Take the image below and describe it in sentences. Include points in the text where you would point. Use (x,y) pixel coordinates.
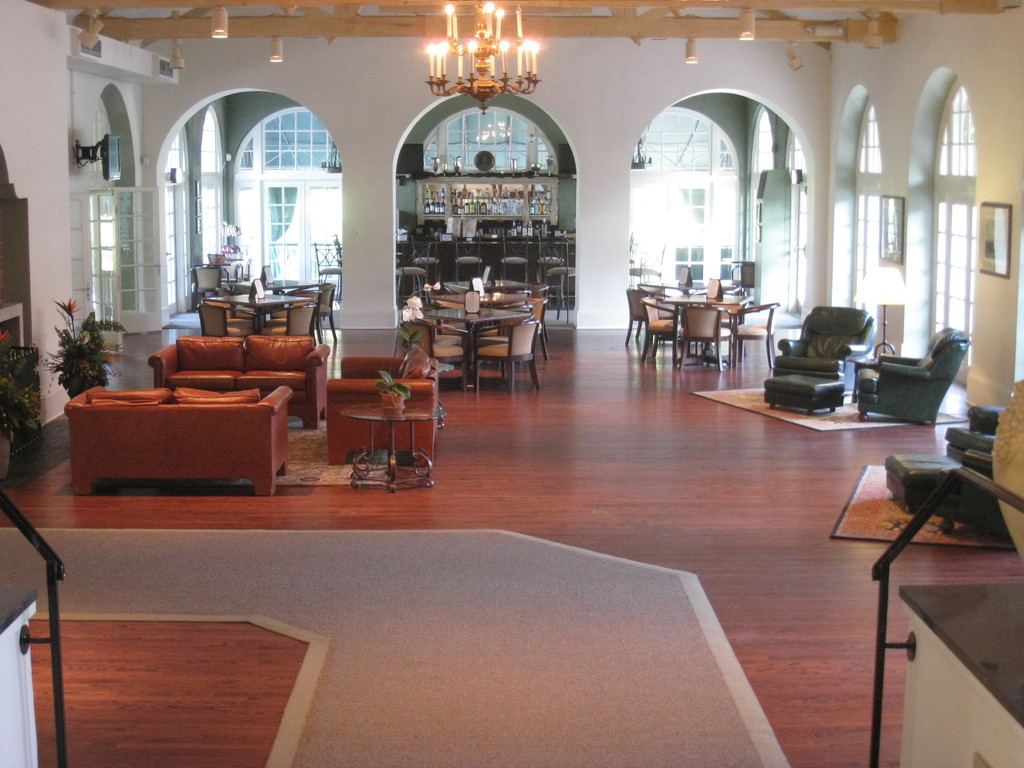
This is a room (404,289) in which there are different tables (494,317) and couches (358,398) and at the top of the image (443,60) there is a light (511,49).
